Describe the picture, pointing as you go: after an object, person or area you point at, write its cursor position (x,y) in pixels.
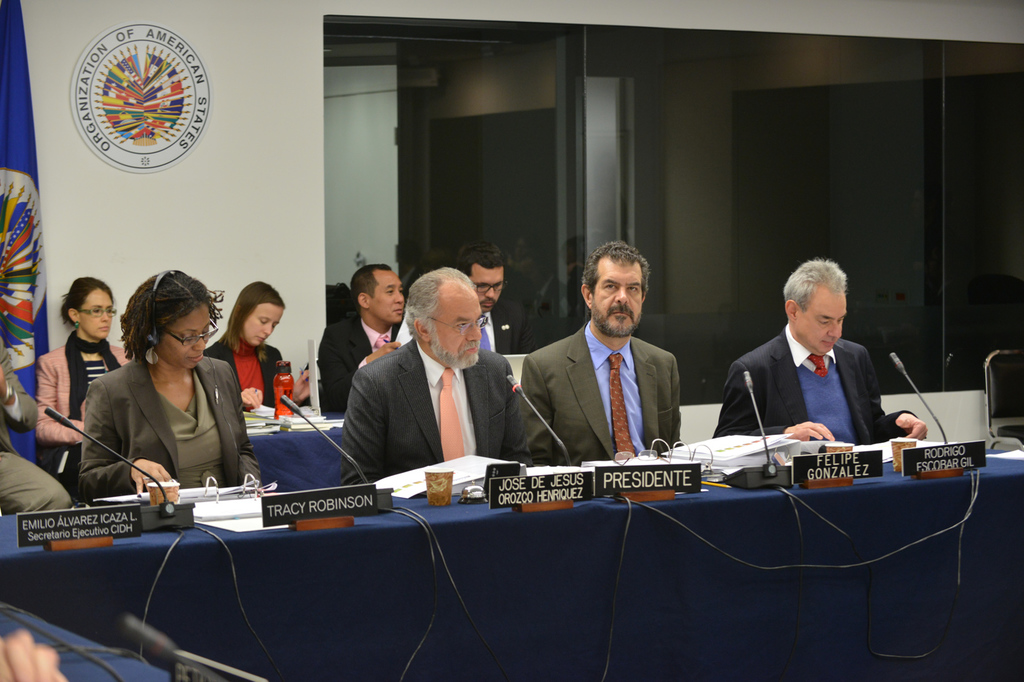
There are many people (240,374) sitting. In front of them there are tables (338,537). On the tables (305,534) there are mics (149,516), name boards (347,496), papers (409,472), cup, bottle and many other things (489,468). In the back (232,191) there is a wall (241,196) with a logo (151,106).
